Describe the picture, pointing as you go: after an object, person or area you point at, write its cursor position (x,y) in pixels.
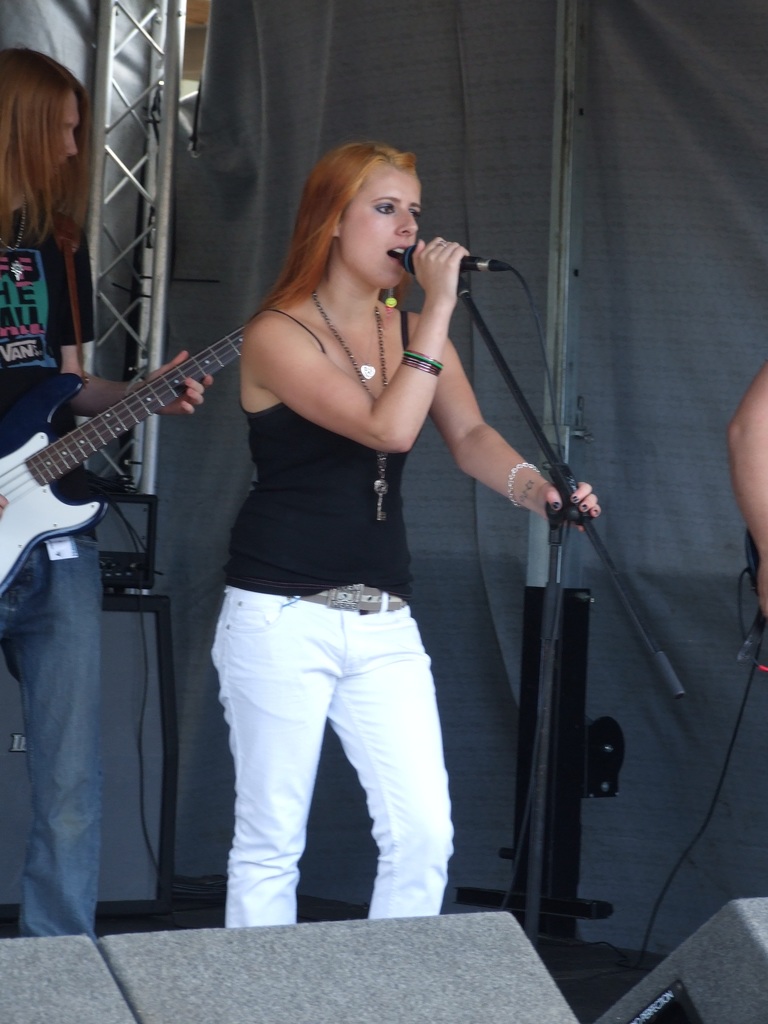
In this image there is a woman (371,685) who is standing and singing through the mic (409,257) which is in front of her. At the background (34,199) there is another person (22,281) who is playing the guitar (22,494) with her hand (0,506). There is a cloth (436,77) to the right side (633,149).
